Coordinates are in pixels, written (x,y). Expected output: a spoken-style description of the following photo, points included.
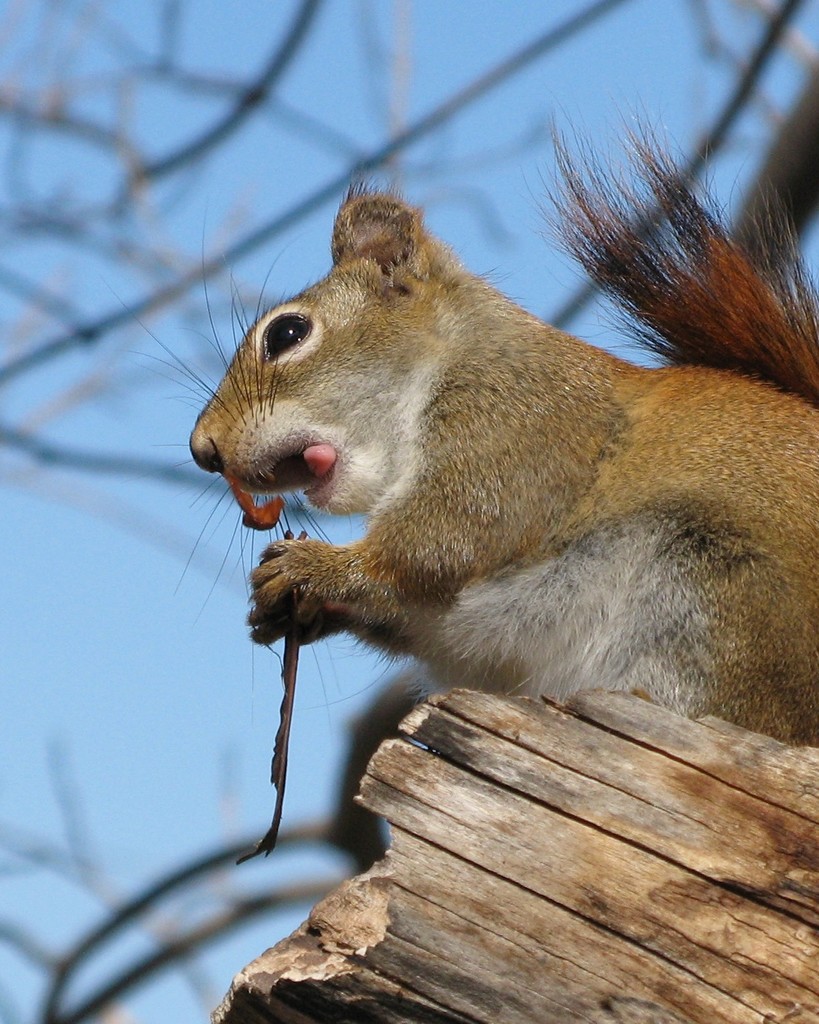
In this image, we can see a squirrel (495,590) is holding some object (287,676). At the bottom (491,843), we can see a wooden stick (599,893). Background (748,42) we can see a blur view. Here we can see stems (817,183) and sky (560,100).
